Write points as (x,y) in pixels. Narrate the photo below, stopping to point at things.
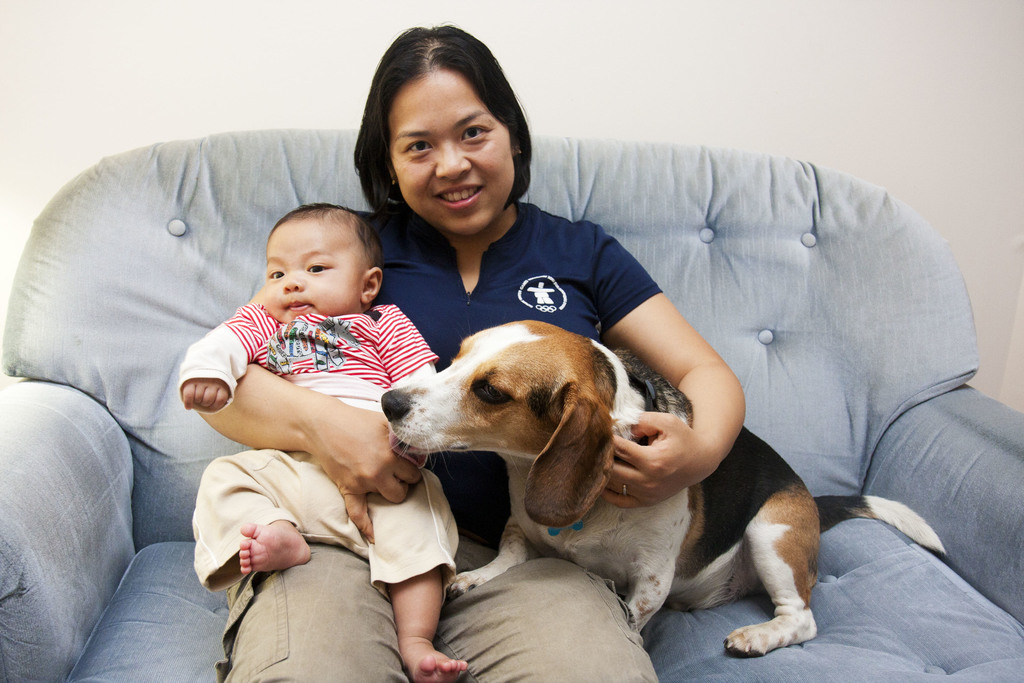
In this image I see a woman (422,238) who is wearing blue top (399,245) and I see that she is holding a baby (300,218) in one hand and a dog (446,374) in other hand (620,496) and I see that she is smiling and I see she is sitting on a couch (597,185) which is of blue in color and it is white in the background (875,93).
